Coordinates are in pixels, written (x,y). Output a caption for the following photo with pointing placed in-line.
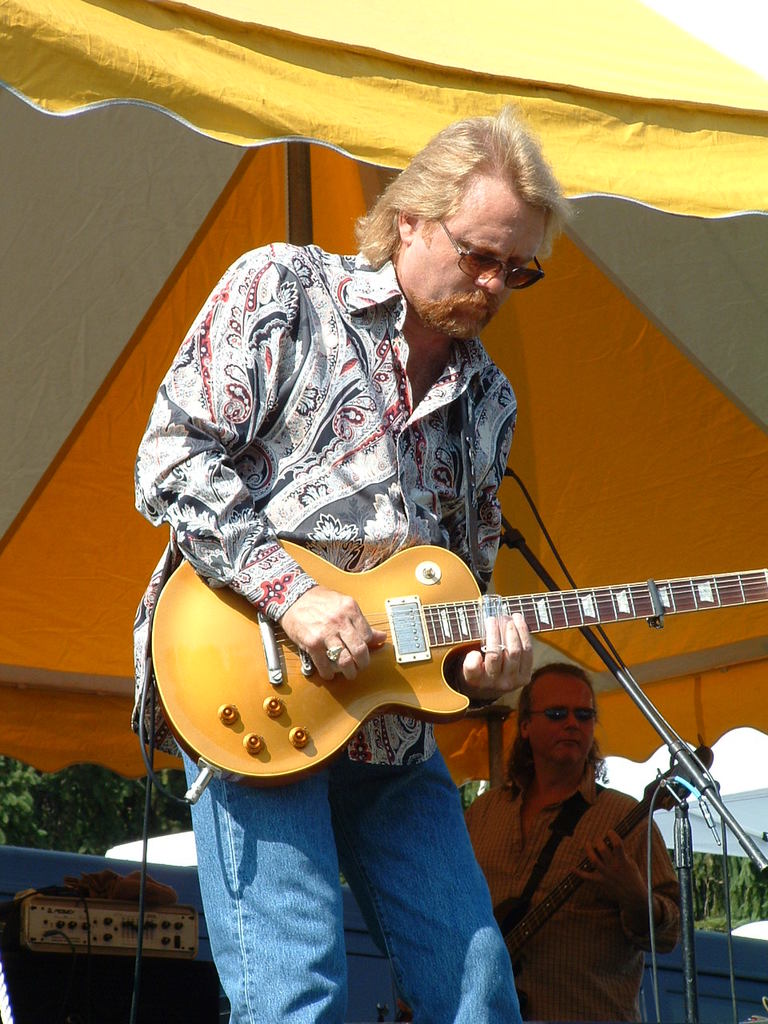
Man (343,420) in the middle of the picture (364,448) wearing colorful shirt (262,520) is holding guitar (353,590) in his hands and playing it. He is even wearing goggles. Behind him, man (596,980) in yellow shirt (606,933) is also holding guitar (664,787) in his hands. On top of picture (249,101), we see yellow and white tent (197,122). On background (99,829), we see trees (97,810).
